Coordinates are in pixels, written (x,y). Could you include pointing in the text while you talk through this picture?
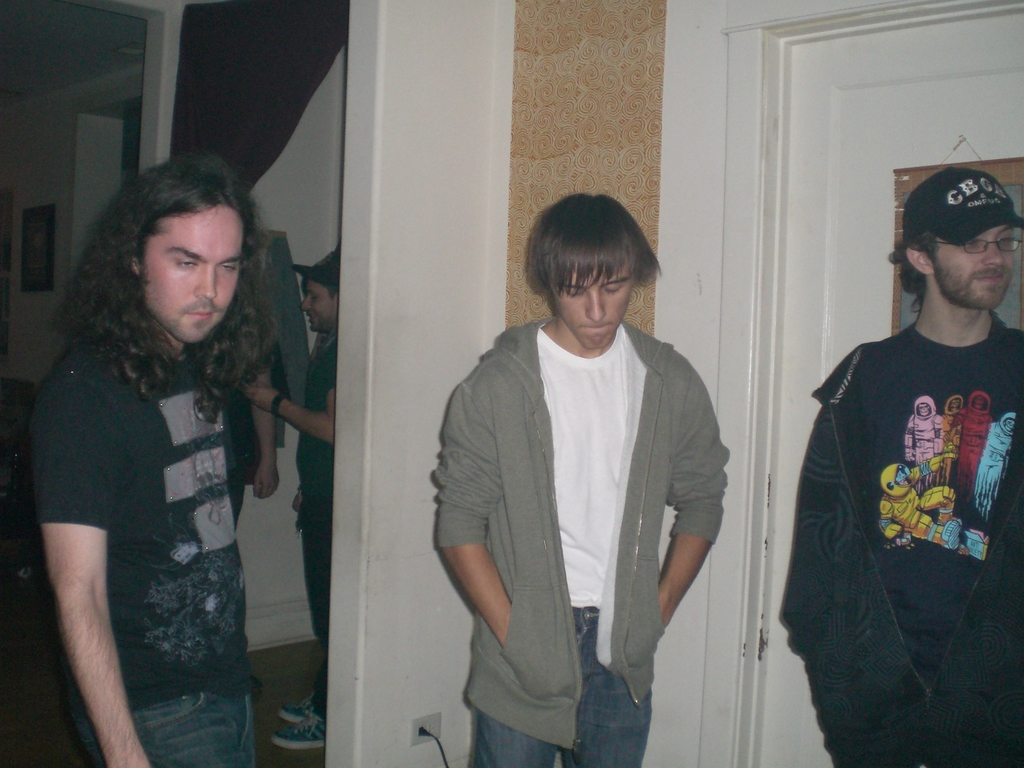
This is the picture of a room (688,302). In this image there are group of people (490,377) standing. On the right side of the image (765,732) there is a door (790,278). At the back (26,235) there is a frame (32,256) on the wall (286,512) and there is a switch board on the wall (433,361).
